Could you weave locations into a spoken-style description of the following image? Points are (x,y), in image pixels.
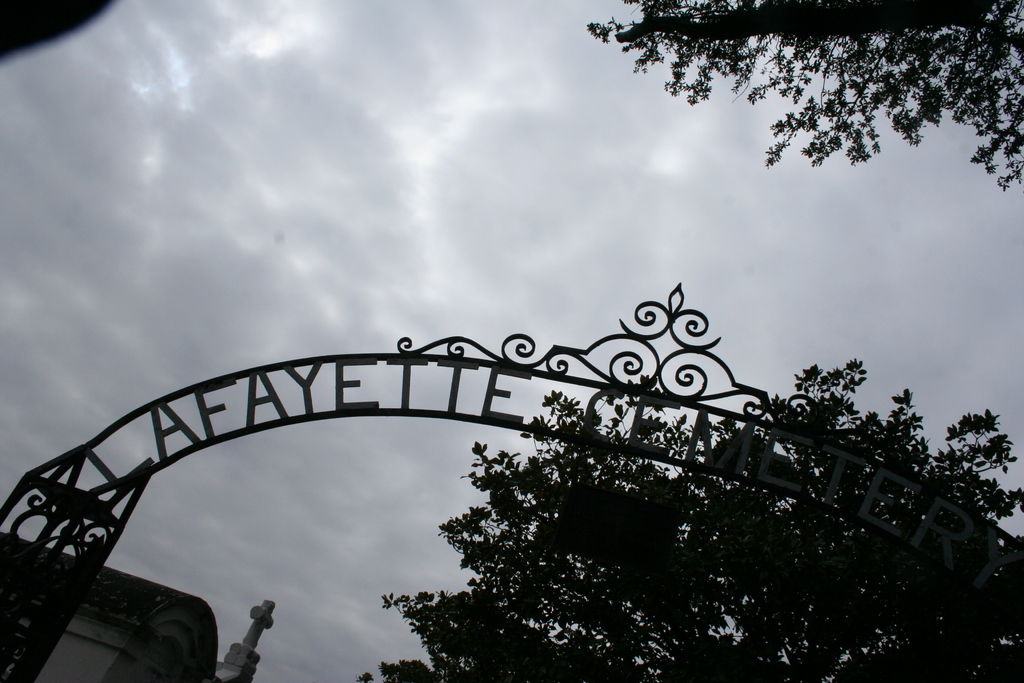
In this image in the front (274,420) there is a gate (290,423) with some text (840,456) written on it. In the background (746,560) there are trees (683,590), there is a building (209,639) and the sky (428,279) is cloudy and at the top right (890,58) there is a tree (870,39).
